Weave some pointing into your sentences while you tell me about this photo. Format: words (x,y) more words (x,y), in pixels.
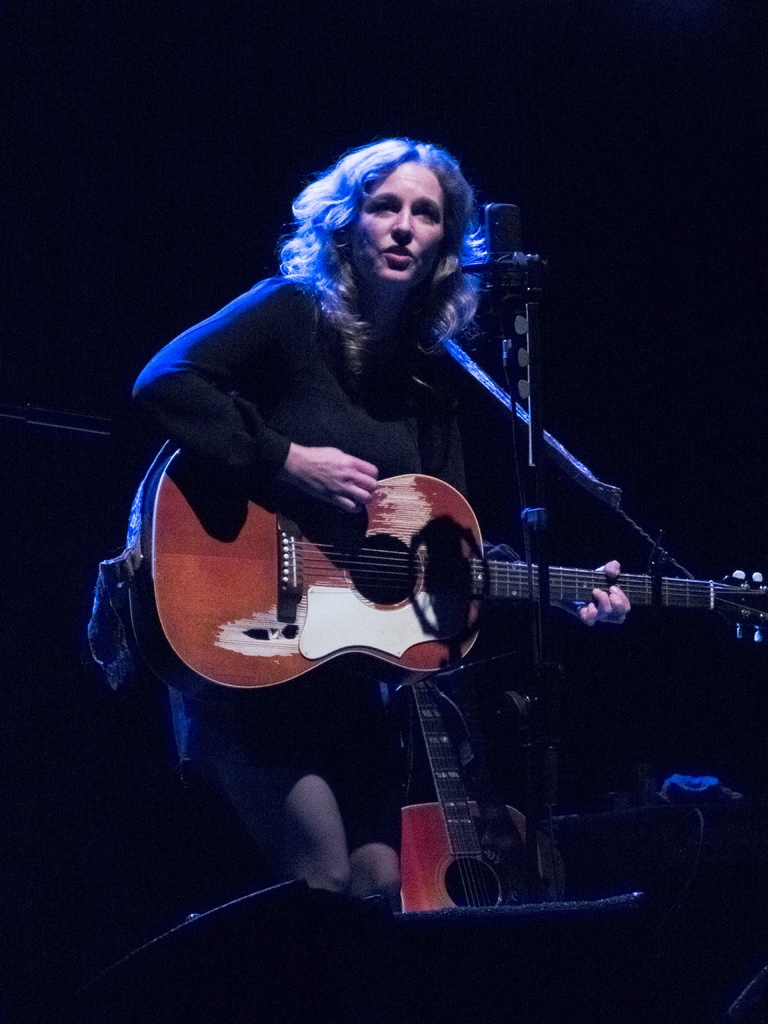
In this picture i could see a lady (328,690) holding a guitar (356,593) in her hands (626,603) and there is mic (496,306) in front of her, she is dressed in black in color.
